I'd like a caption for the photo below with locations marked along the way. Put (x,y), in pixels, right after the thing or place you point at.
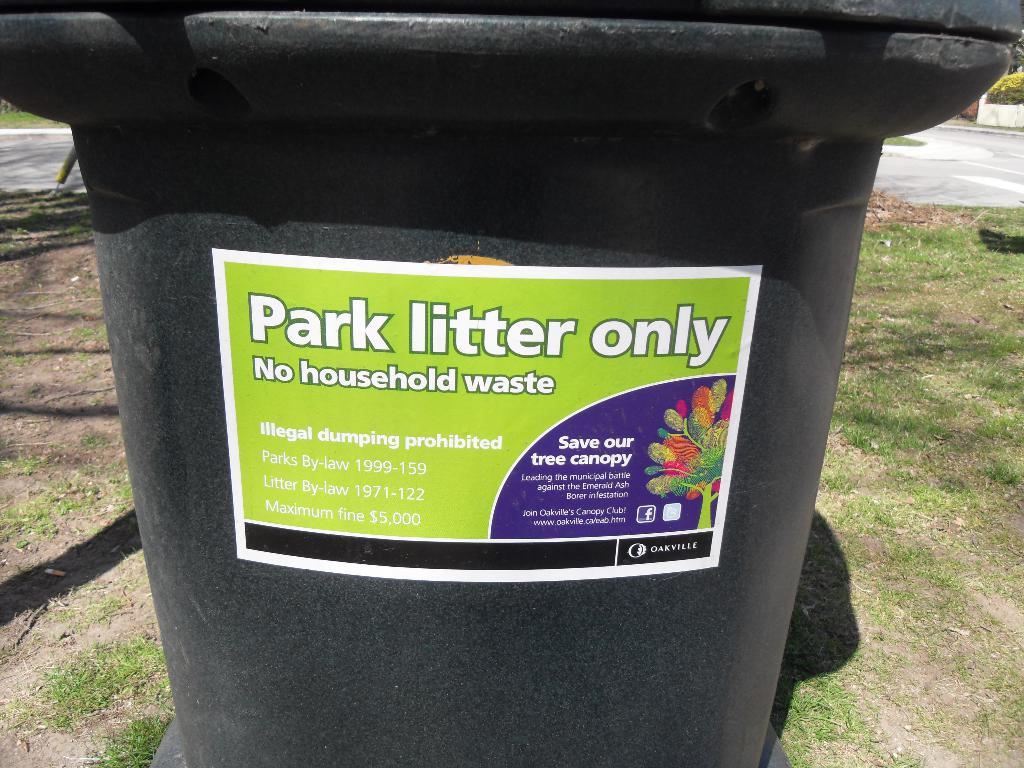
In this image, we can see a black color dustbin (216,719), there is a paper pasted on the dustbin (247,204), in the background (989,306) we can see grass (896,415) on the ground (909,489).
